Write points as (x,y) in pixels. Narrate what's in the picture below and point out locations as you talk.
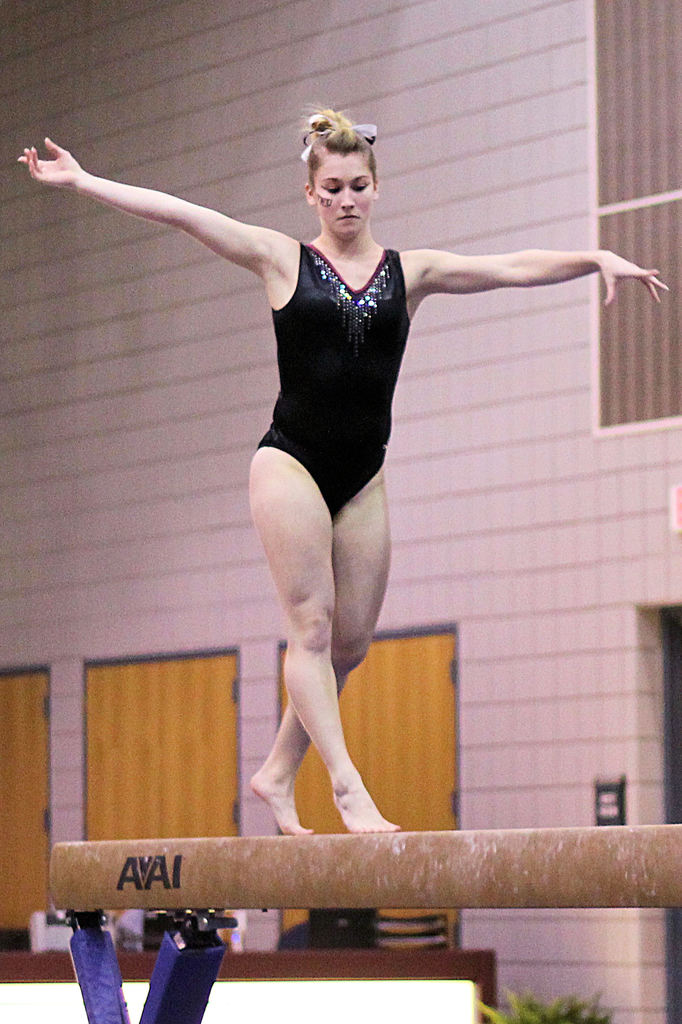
In this image we can see a woman (283,451) standing on the pole (393,868) placed on stands (180,941). In the background (136,964), we can see a plant (502,1023), screen (333,931) on the table (351,961) and a building (512,715) with doors (422,666).
